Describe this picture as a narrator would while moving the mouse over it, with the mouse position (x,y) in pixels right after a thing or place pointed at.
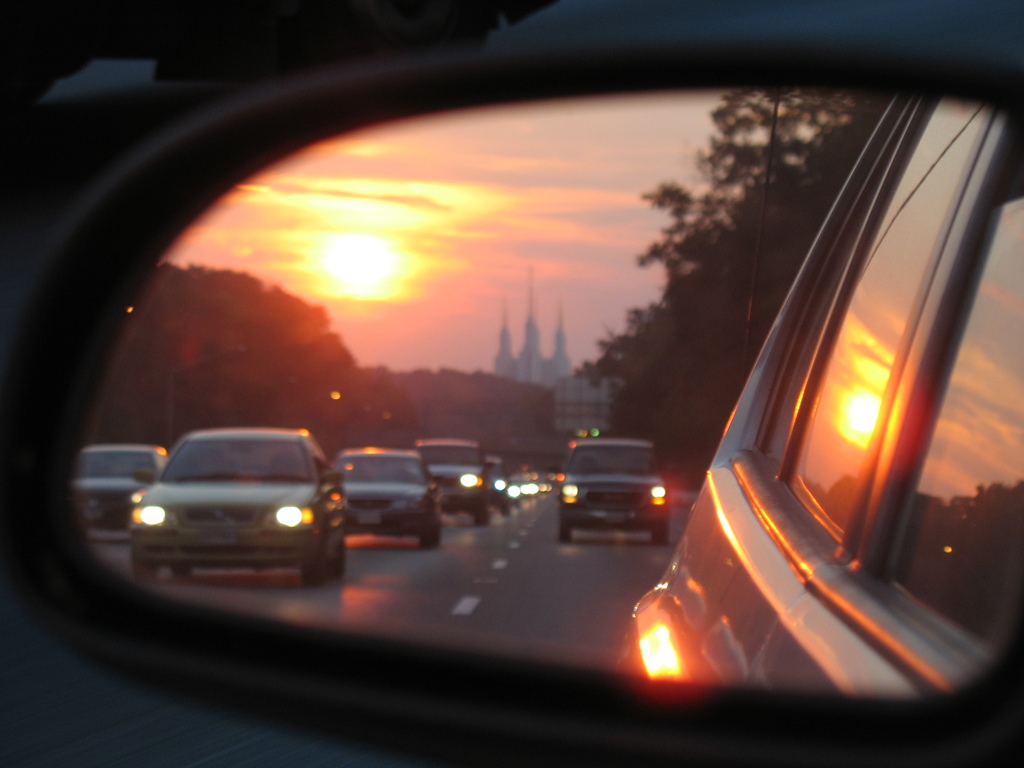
Here in this picture we can see a side mirror (780,107) of a car (909,602) and in that we can see number of vehicles (416,518) present on the road (471,542) and we can also see trees (635,393) present and we can see sun (386,260) in the sky (324,240) and we can also see clouds (456,191) and we can see a building (530,308) in the far.
